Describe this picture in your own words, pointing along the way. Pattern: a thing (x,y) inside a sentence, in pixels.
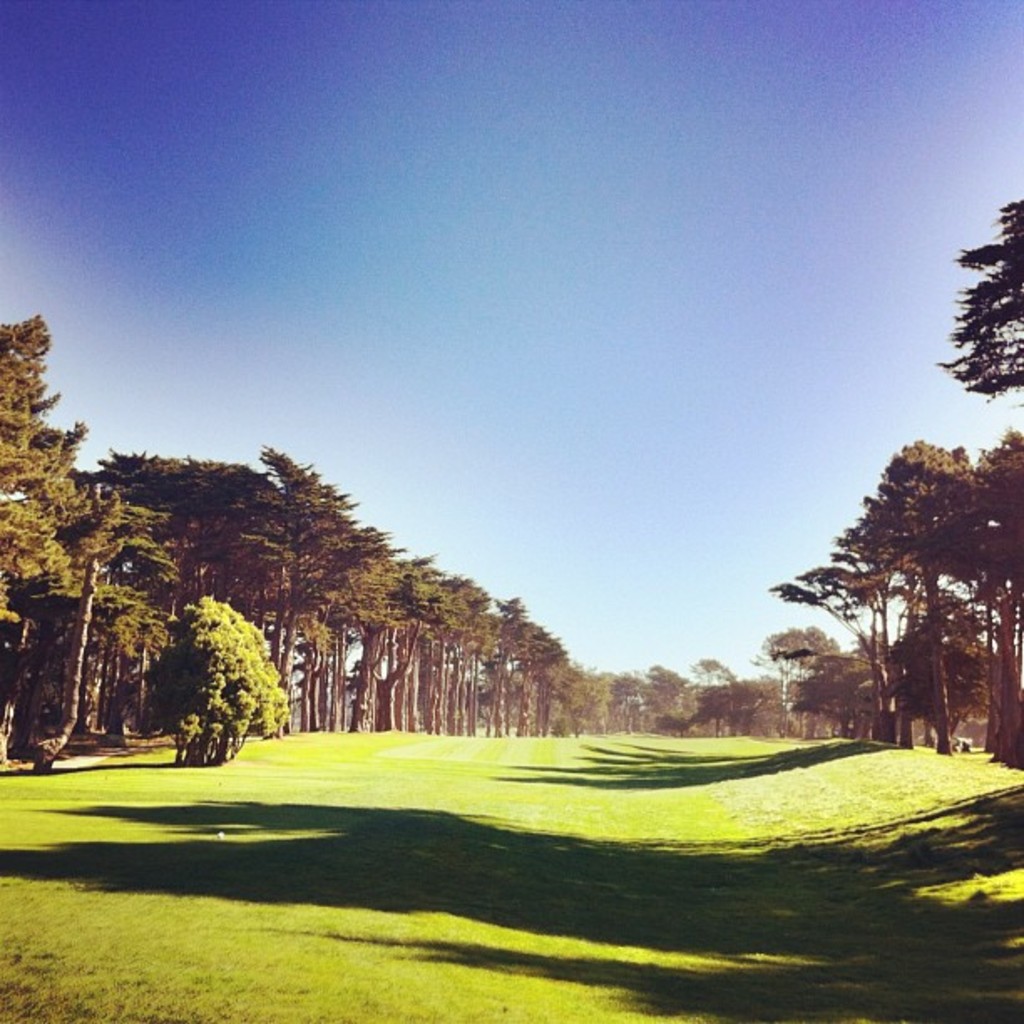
In the image there is a garden (72,881) and around the garden (78,847) there are many trees (172,579).
